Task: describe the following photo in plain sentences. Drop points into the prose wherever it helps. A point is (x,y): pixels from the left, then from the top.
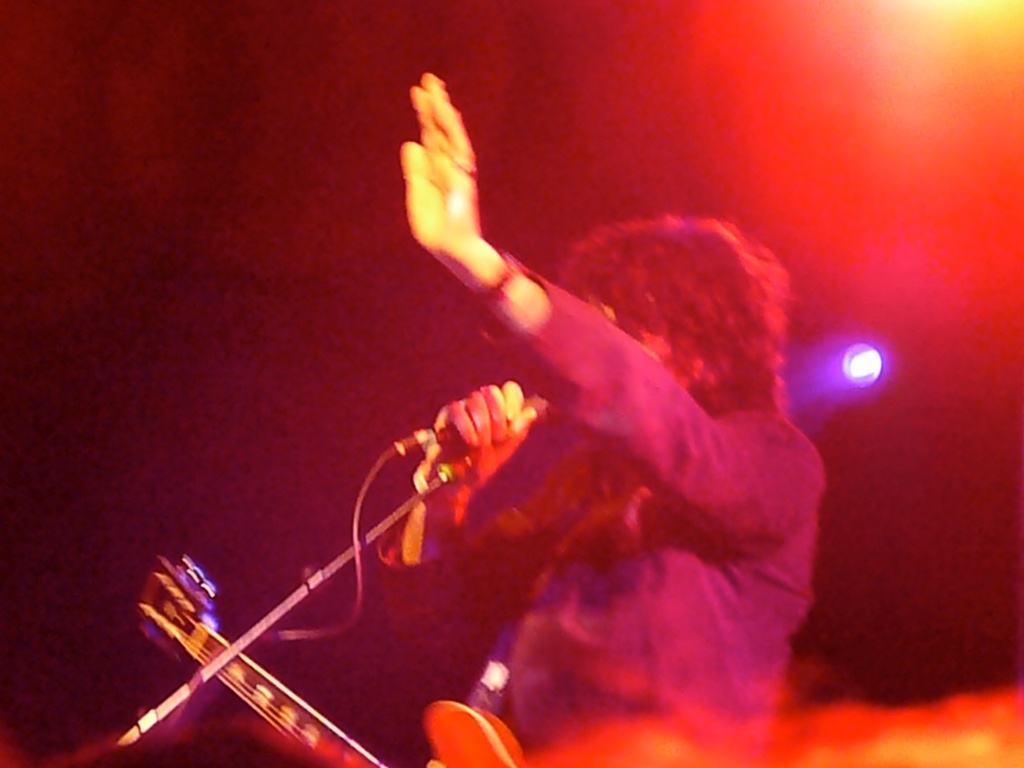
There is a person (666,680) standing and holding a microphone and wire guitar (431,707). Background (138,254) we can see light (867,345) and it is dark.
